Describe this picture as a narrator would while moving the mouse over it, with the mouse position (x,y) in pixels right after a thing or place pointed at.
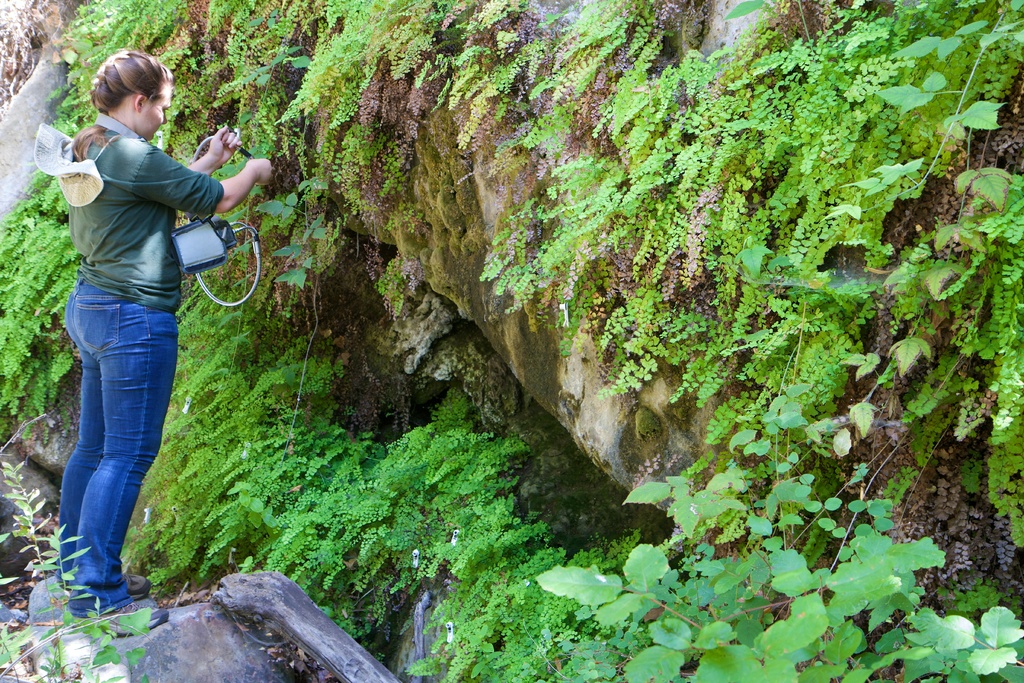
In this image on the left side (125,203) there is one woman (107,323) standing and she is holding some object (235,238) and doing something and there are rocks (469,263) and some plants (310,536), at the bottom (241,617) also there are rocks (150,636) and some dry leaves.
